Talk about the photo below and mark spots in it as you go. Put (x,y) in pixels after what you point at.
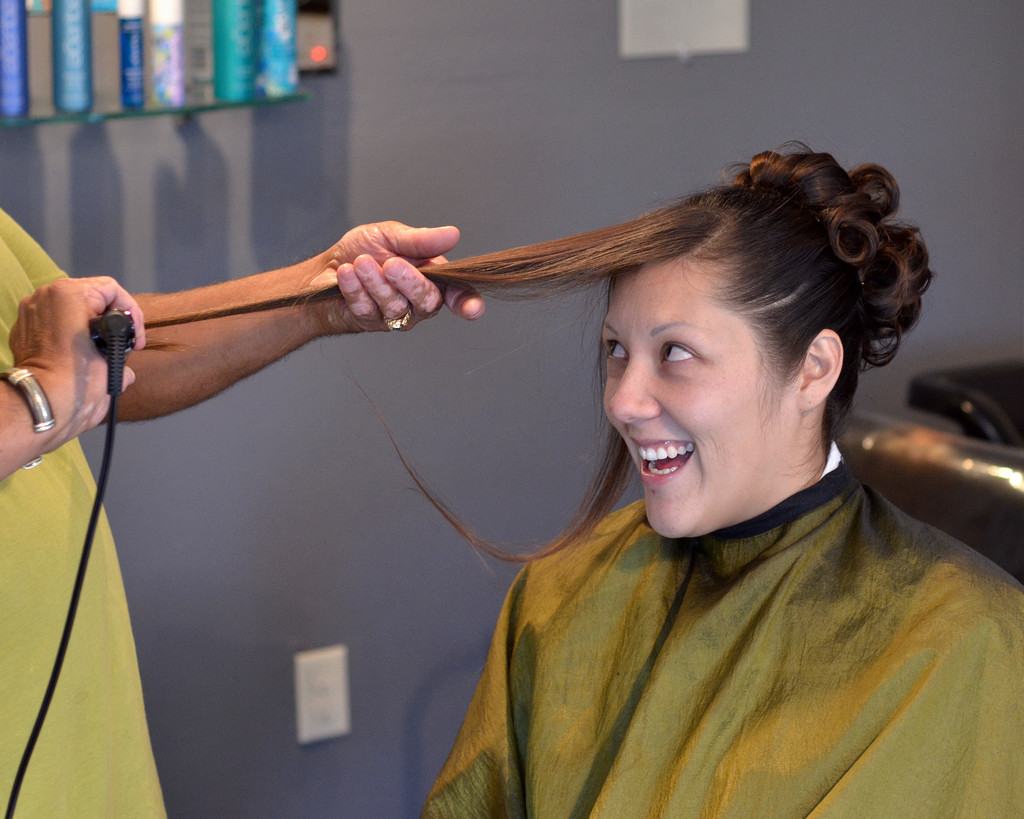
In this image we can see two persons (670,466), among them one person (671,448) is sitting and smiling and the other person (84,425) is standing and holding an object (101,325) and the hair (302,295) of the other person (656,448), there is a shelf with some bottles (15,6) on it, in the background (264,125) we can see the wall (99,100).
